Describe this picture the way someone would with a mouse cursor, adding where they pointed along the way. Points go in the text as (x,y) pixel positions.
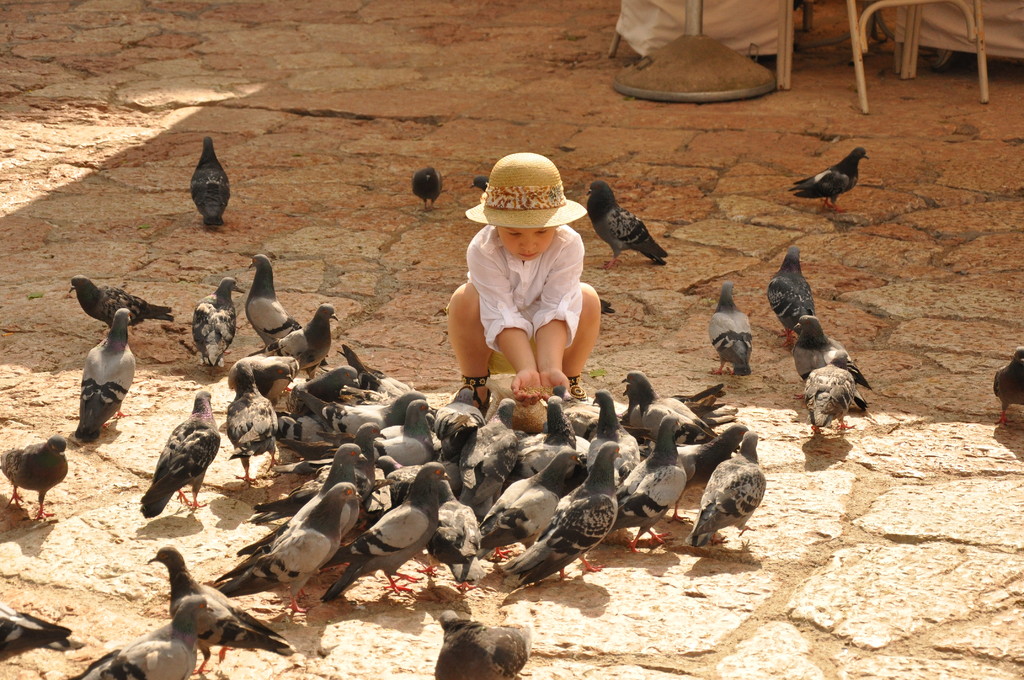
In this picture I can observe a kid (531,306) wearing white color dress (519,281) and a hat (528,200) on his head (529,232). In front of the kid (569,284) there are some pigeons (321,436) on the land (288,483).
